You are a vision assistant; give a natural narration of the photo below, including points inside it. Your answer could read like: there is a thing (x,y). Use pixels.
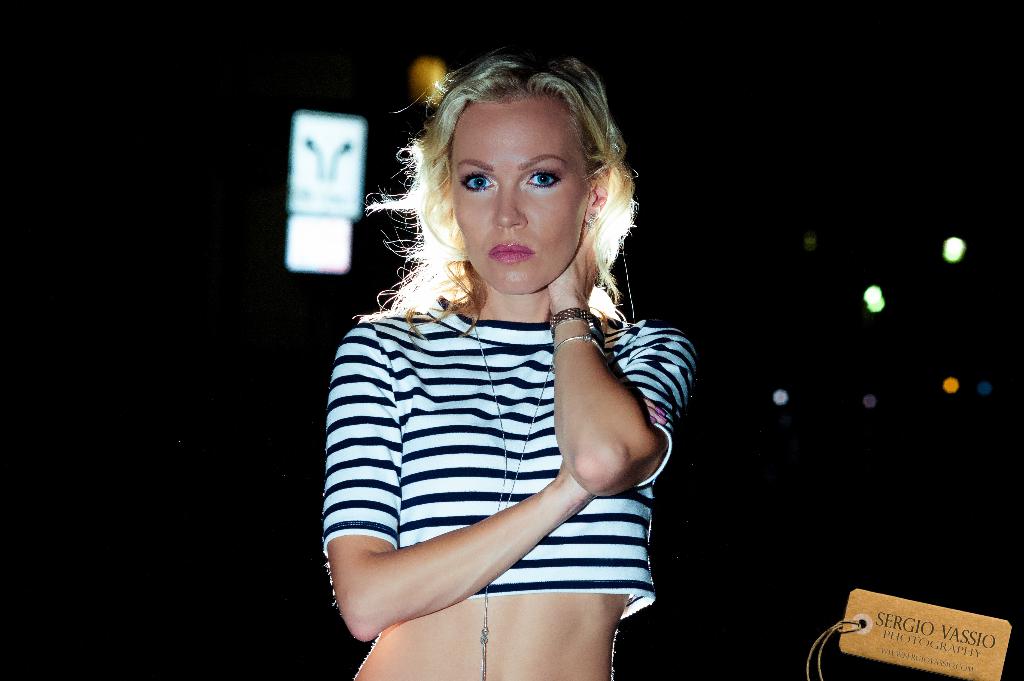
In this image there is a woman (456,75) standing, and there is dark background (998,506) and a watermark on the image.
